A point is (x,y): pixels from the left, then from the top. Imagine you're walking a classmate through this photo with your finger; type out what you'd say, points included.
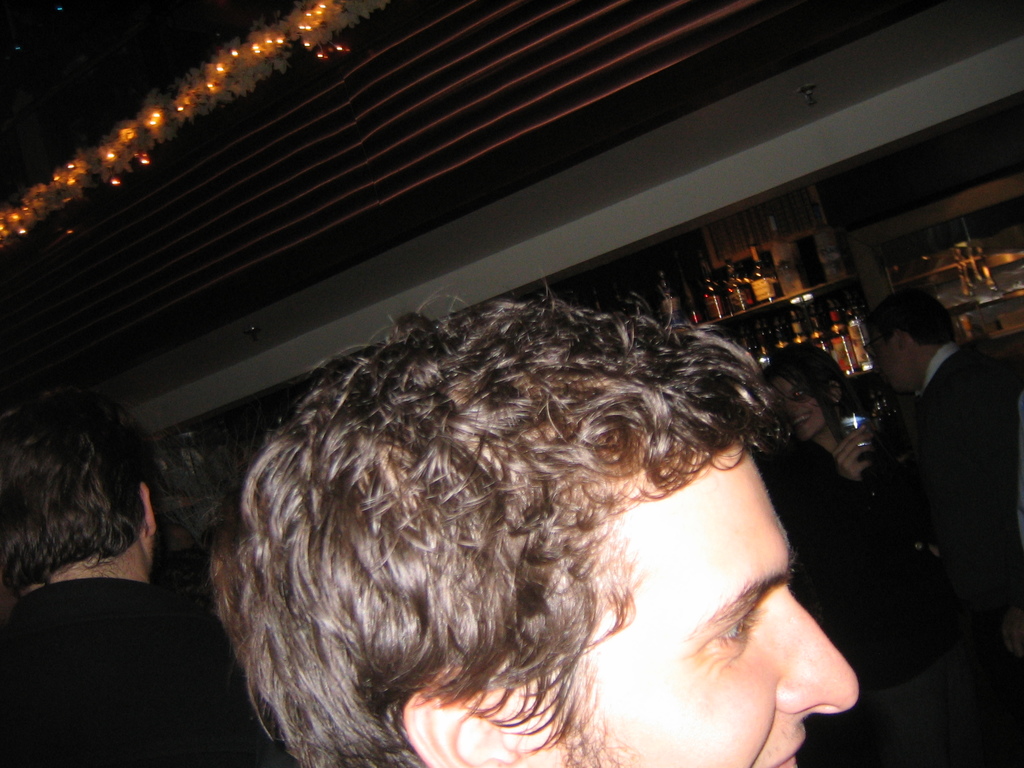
In the image there is a man (575,703) in the foreground (537,693) and behind him there are some other people (789,408), in the background (828,306) there are many alcohol bottles (787,330) kept on the shelves (817,286).
